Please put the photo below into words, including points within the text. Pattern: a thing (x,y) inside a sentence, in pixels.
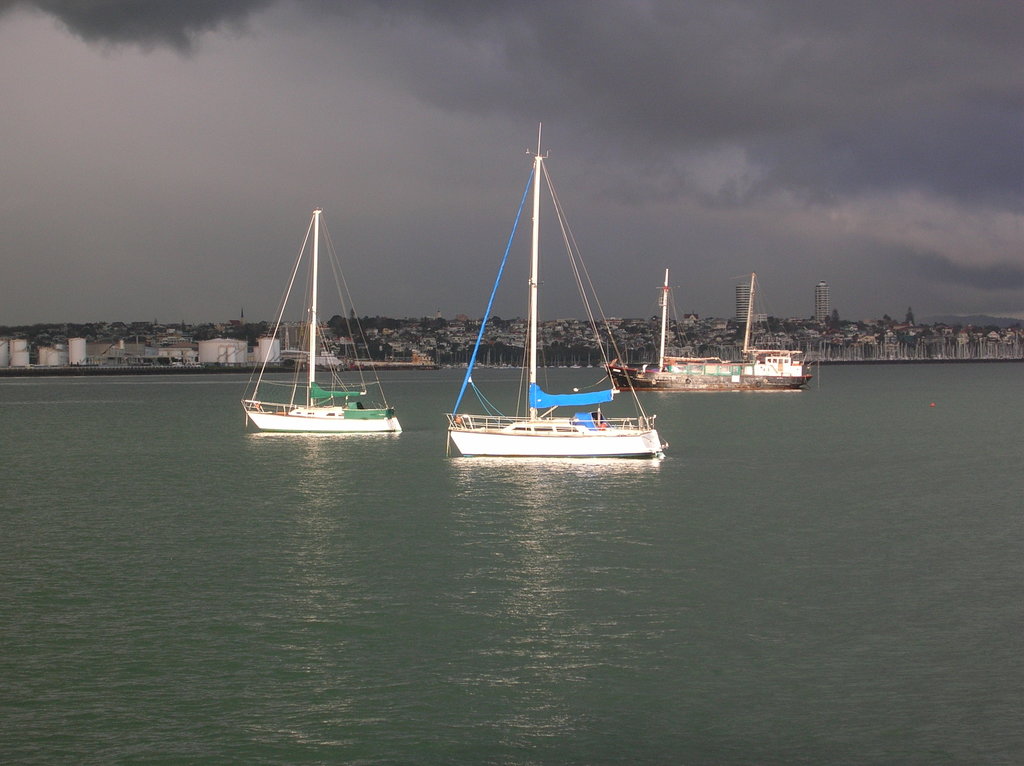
As we can see in the image there is water (202,607), boats (289,411) and buildings (268,349). At the top (396,147) there is sky (403,111) and clouds (535,107).
